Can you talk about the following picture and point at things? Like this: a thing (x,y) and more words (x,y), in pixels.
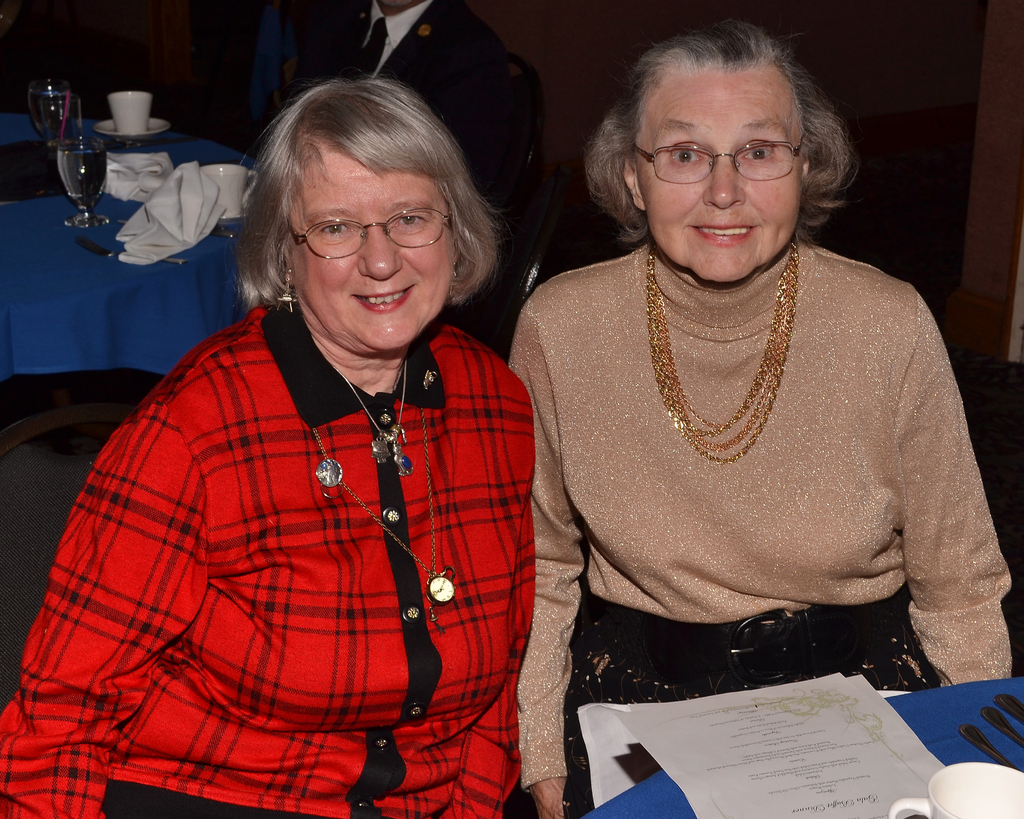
In the center of the image (558,405) we can see women (588,441) sitting at the table (940,720). On the table (912,753) we can see cup (948,804), papers (897,761) and spoons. In the background (76,275) we can see tables (76,275), glass tumblers (68,218), cups (140,110), napkins (153,227), person (449,106), chair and wall (550,76).
